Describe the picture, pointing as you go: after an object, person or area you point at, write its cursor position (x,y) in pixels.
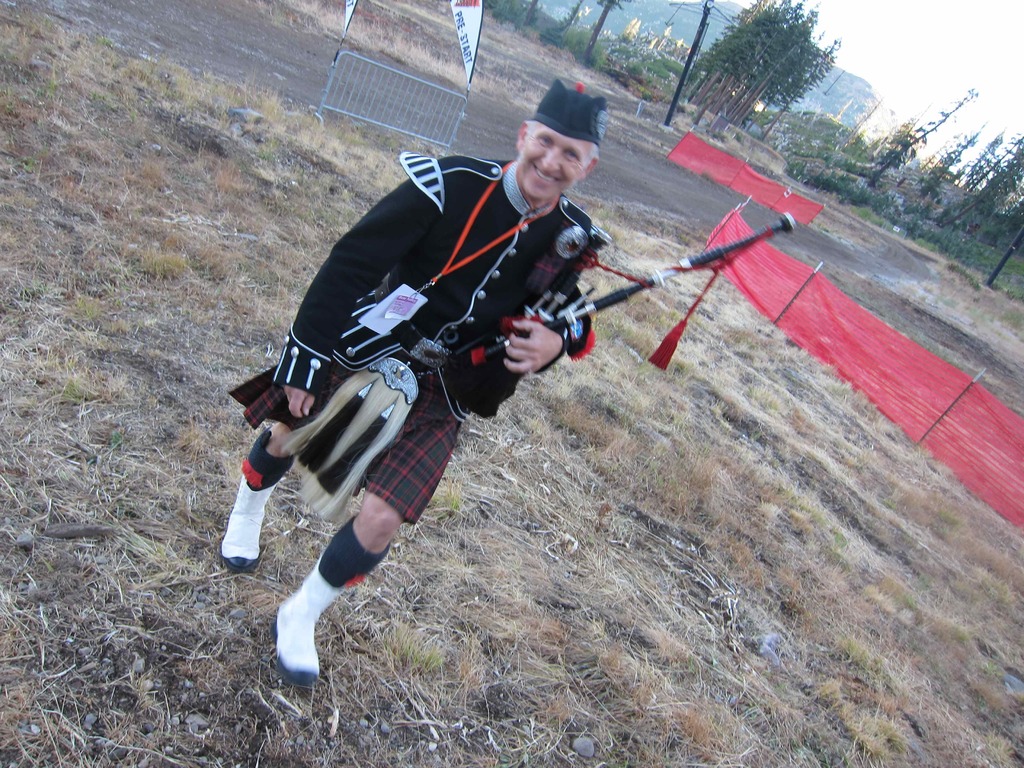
In the foreground of the picture (535,268) we can see grass (807,470), person (484,260), red color cloth (883,360) and other objects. The person (443,313) is holding a musical instrument (682,272). In the middle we can see road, barricade (432,89) and flags (469,57). In the background (701,64) there are trees (859,190), poles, cables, grassland (813,152) and other objects (857,99).
